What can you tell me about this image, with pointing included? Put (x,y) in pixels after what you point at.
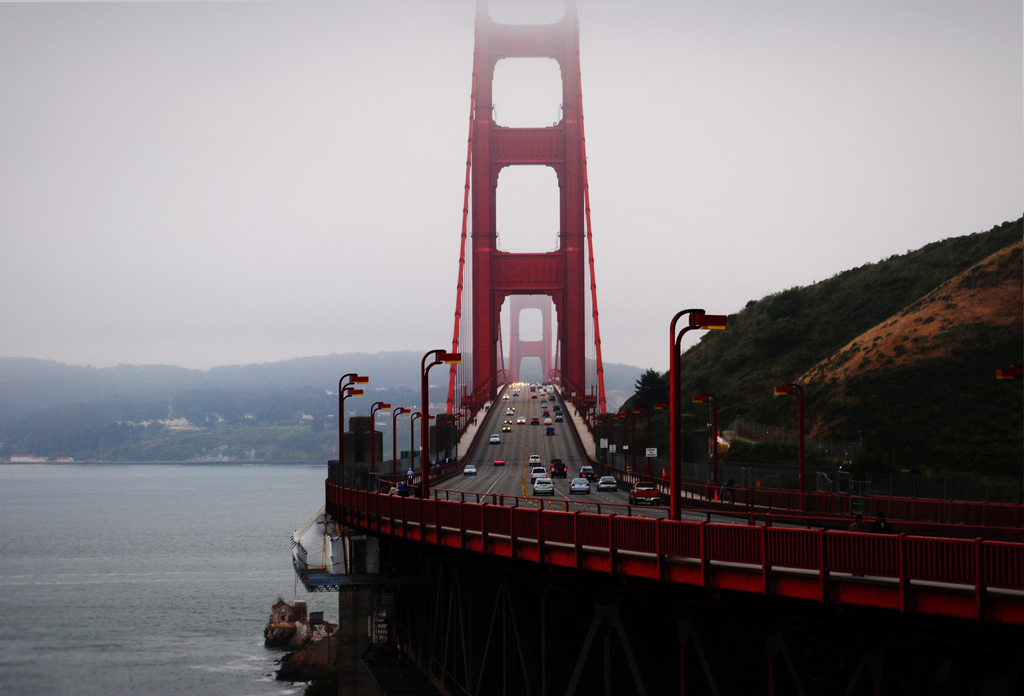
In this image we can see a bridge (542,439), on the bridge (548,451) we can see a few vehicles (537,463), poles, lights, arches (515,370) and boards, there are some trees (727,398), water (134,591) and mountains (403,378), in the background (435,338) we can see the sky (818,27).
